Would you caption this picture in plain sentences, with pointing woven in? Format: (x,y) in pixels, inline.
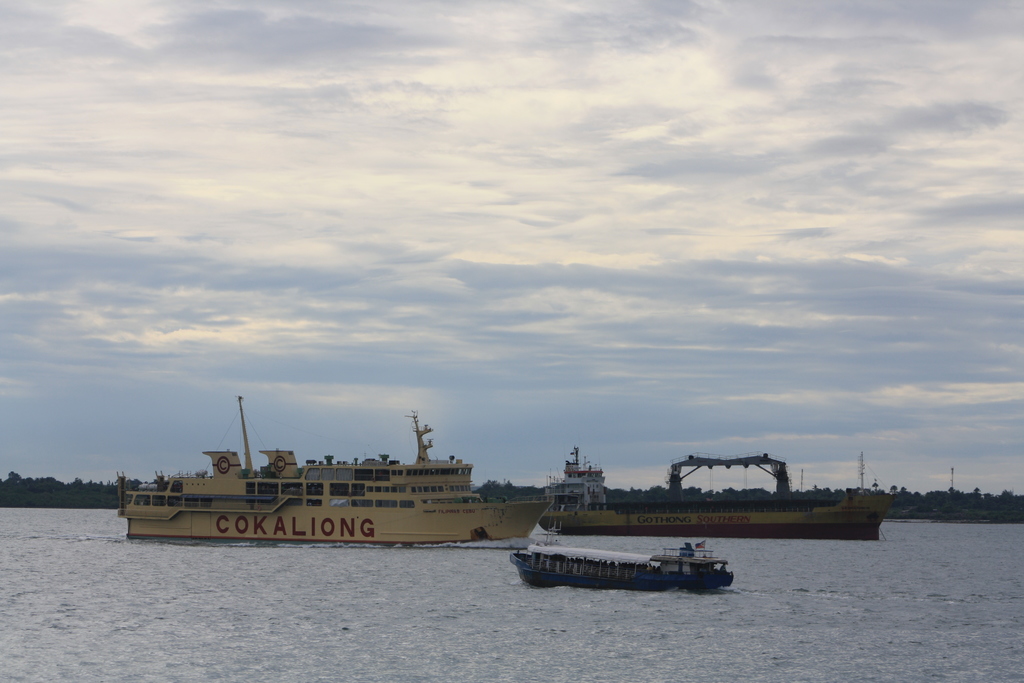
In this image there is water (796,574). There are ships (794,510). There are many trees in the background (630,489). There is a tower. There is a sky (649,409).
